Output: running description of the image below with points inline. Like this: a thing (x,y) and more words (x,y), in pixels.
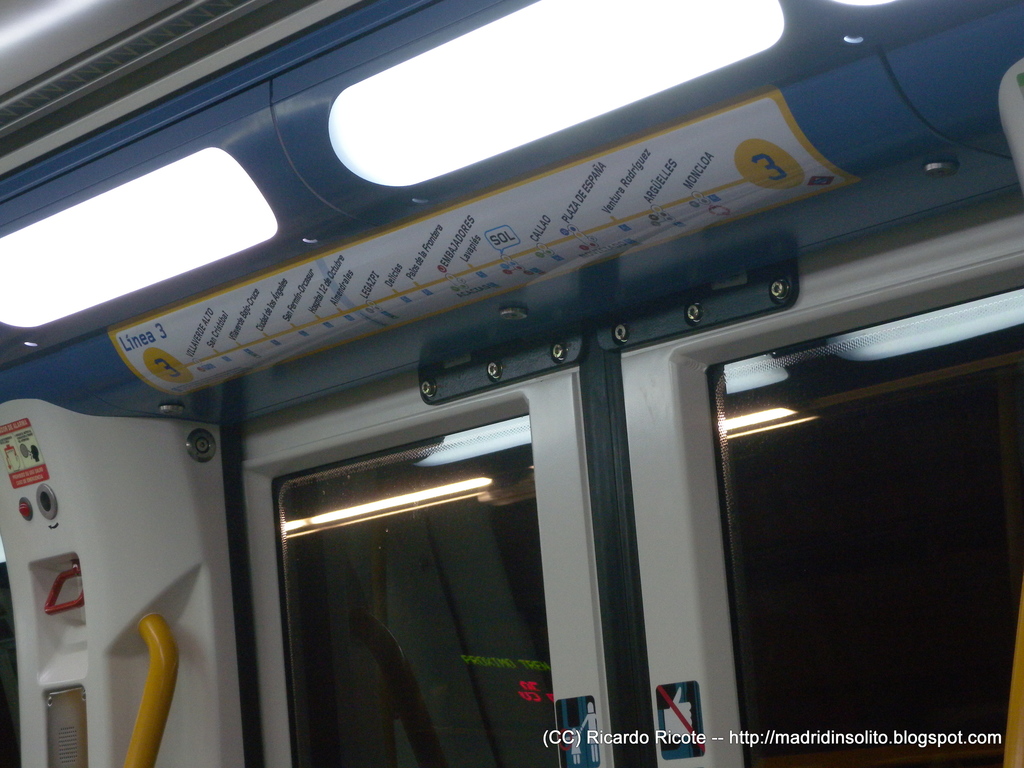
This picture is taken from inside a metro train (219,378), on the right side (1014,329) there are doors (561,544), at the top (413,248) there is a map (712,143) and lights (532,140), in the bottom right (701,733) there is text (775,731).
